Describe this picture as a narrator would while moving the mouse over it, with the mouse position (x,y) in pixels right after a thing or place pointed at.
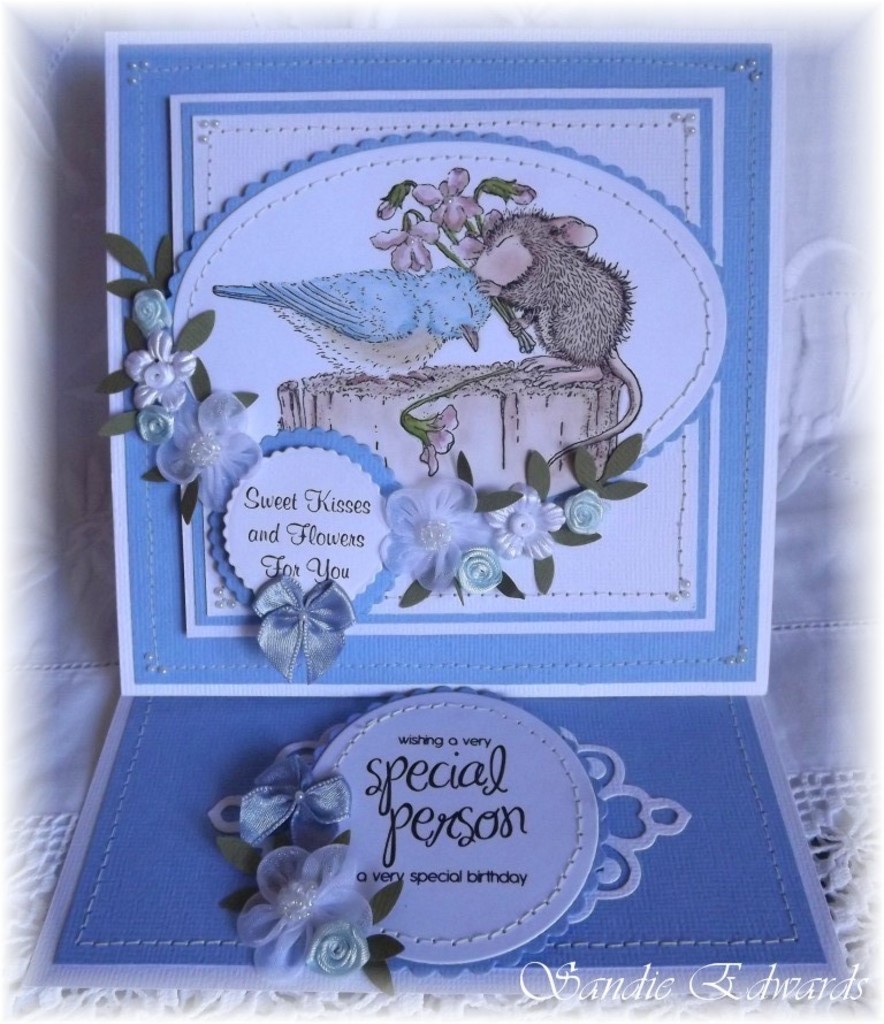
In this image I can see blue colour things (778,888) and on it I can see something is written. I can also see depiction of flowers (472,233), of a bird (368,296) and of a rat (583,369).
